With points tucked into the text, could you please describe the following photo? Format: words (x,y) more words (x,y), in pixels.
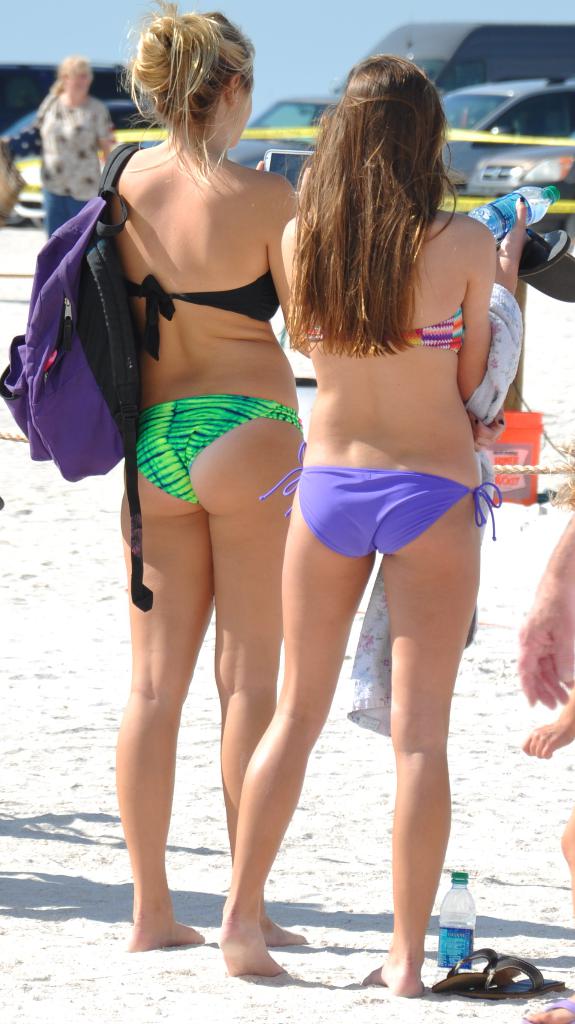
In this image, we can see two women (150,712) standing, in the background (30,154) there are some cars (33,177) and at the top (106,4) there is a sky (293,18).
